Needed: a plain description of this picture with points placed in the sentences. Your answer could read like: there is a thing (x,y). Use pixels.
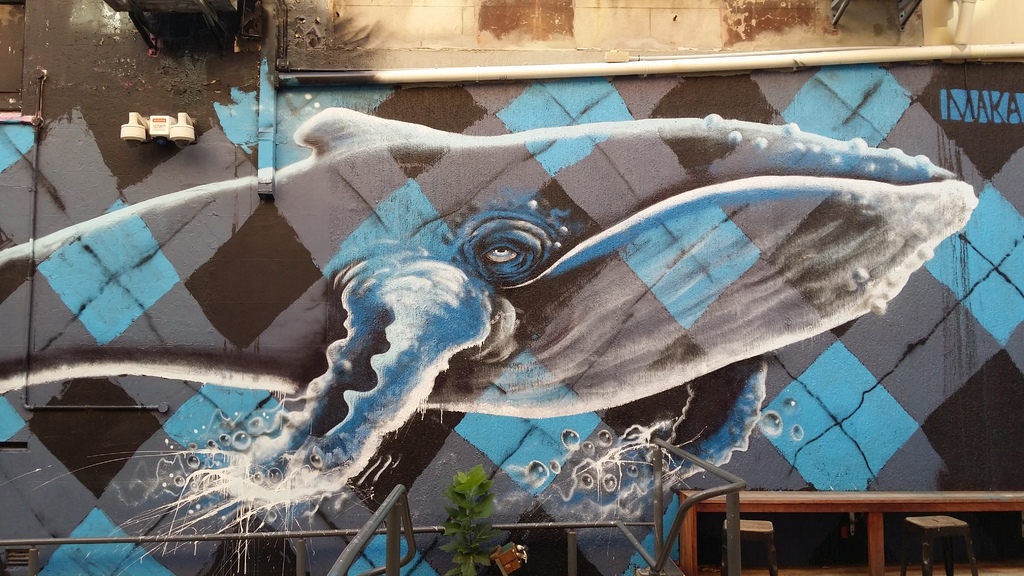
In this image we can see a painting (528,311) on the wall (293,352). There are few objects (153,131) on the wall (157,154). There is a table (870,506) at the bottom of the image (880,496). There are two stools (761,531) at the bottom of the image (931,527). There is a fence (662,562) in the image.
